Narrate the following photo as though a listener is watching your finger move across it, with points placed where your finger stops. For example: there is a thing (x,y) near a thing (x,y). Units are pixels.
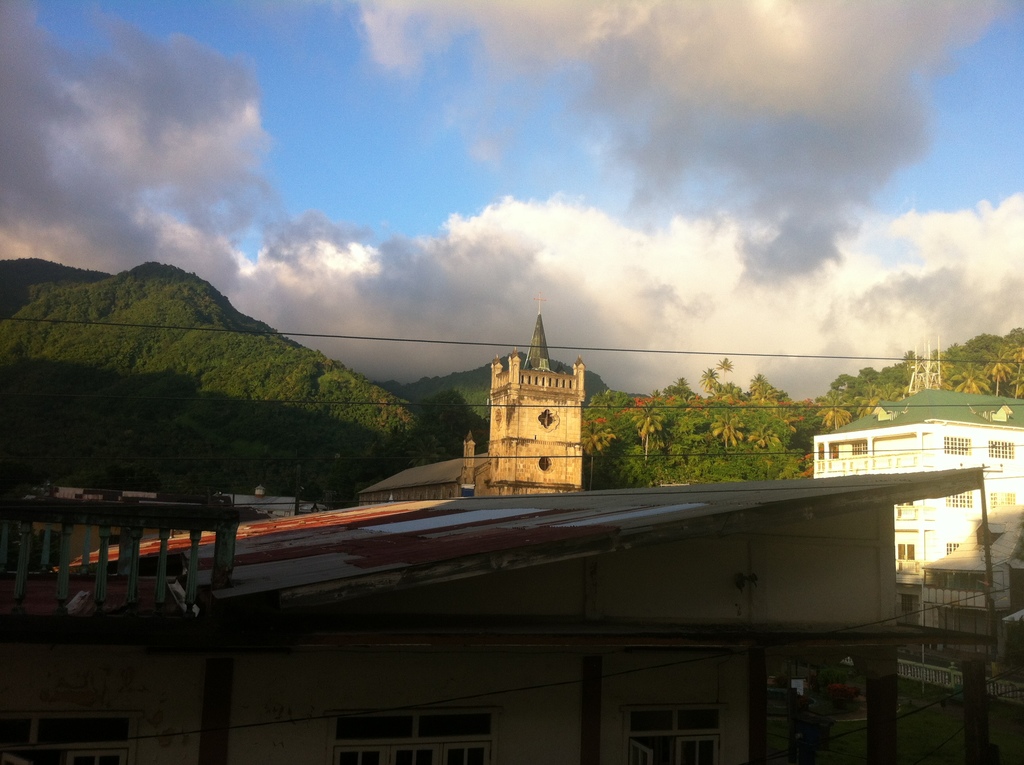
In the image we can see there are buildings (895,470). Behind there are lot of trees (698,466) and there is a hill (196,374) which is covered with plants (220,373) and trees (188,391).
